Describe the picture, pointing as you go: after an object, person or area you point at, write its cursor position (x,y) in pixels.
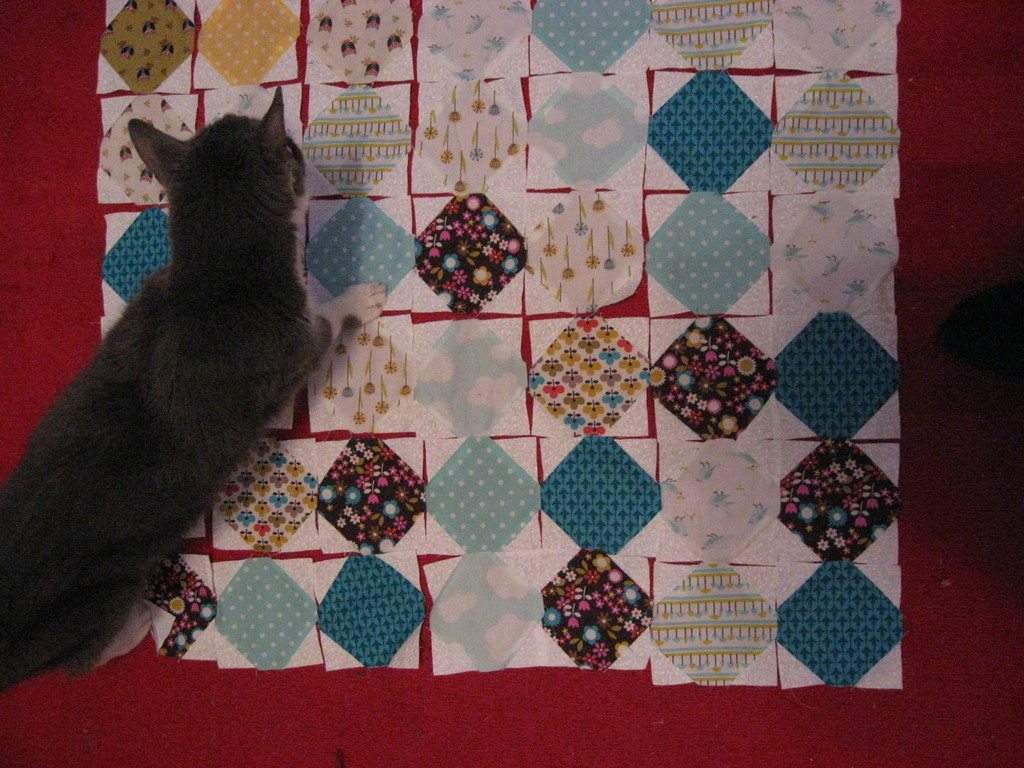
In this image there is a cat (202,324) on the mat (780,621).
